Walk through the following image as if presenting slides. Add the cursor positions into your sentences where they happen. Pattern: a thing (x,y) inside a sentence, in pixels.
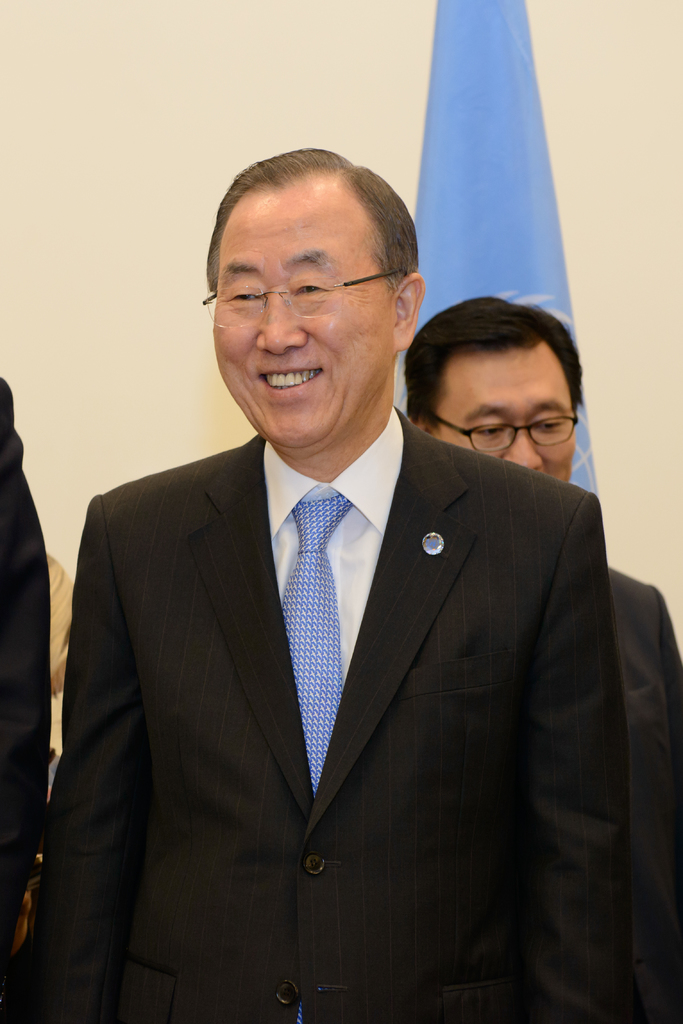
In this image I can see two persons (366,609) standing.
